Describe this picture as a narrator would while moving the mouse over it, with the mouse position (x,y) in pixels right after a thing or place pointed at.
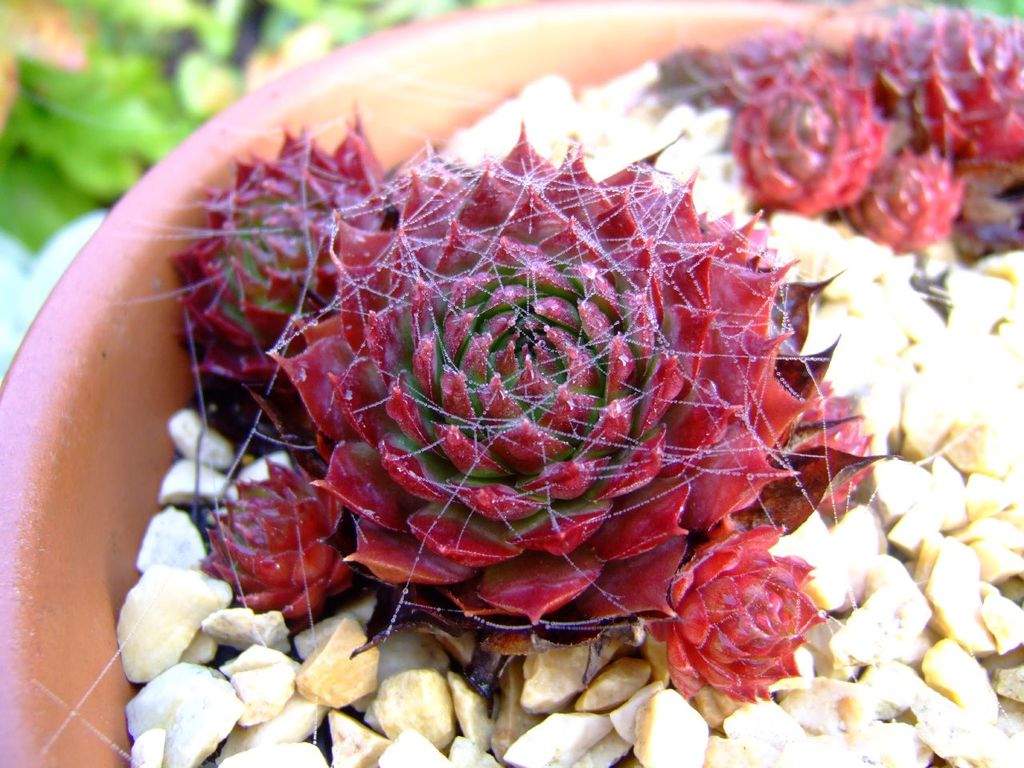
In the picture we can see red color plants (669,417) in the flower pot (8,414) and we can see stones (212,681) in it. This part of the image is blurred, which is in green color.
